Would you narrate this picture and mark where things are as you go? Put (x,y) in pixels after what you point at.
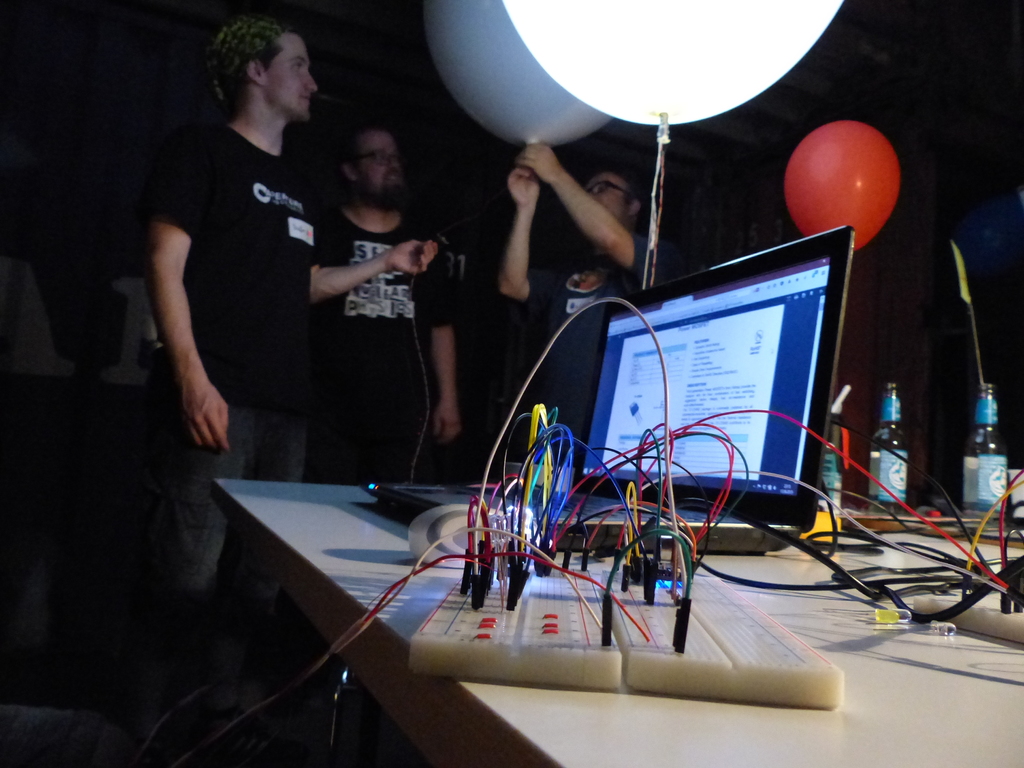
In this image I can see three people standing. I can see three balloons (671,37), a monitor (763,349) and some bottles (981,438) on a table (683,728). I can see some electronic devices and wires (627,495) on the table (911,650). This picture is taken in the dark.
